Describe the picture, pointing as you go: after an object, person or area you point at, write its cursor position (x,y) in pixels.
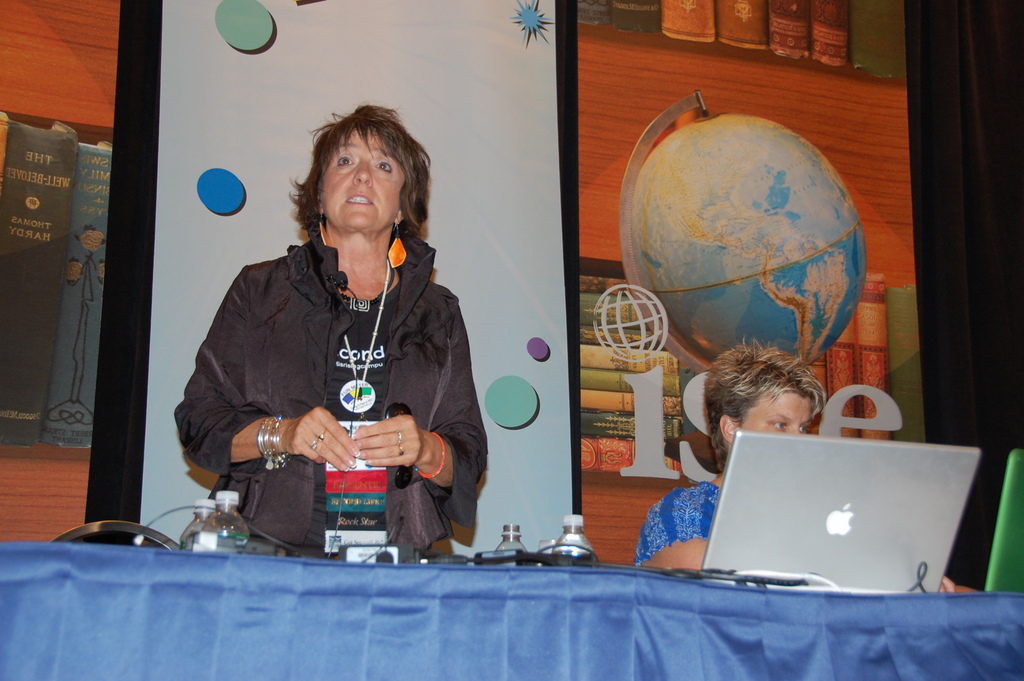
In this image we can see a woman (335,421) standing beside a table (359,581) containing some bottles (241,534), wires (275,542) and a laptop (728,565) on it. On the right side (691,541) we can see a woman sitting in front of a laptop (897,541) typing on the keypad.
